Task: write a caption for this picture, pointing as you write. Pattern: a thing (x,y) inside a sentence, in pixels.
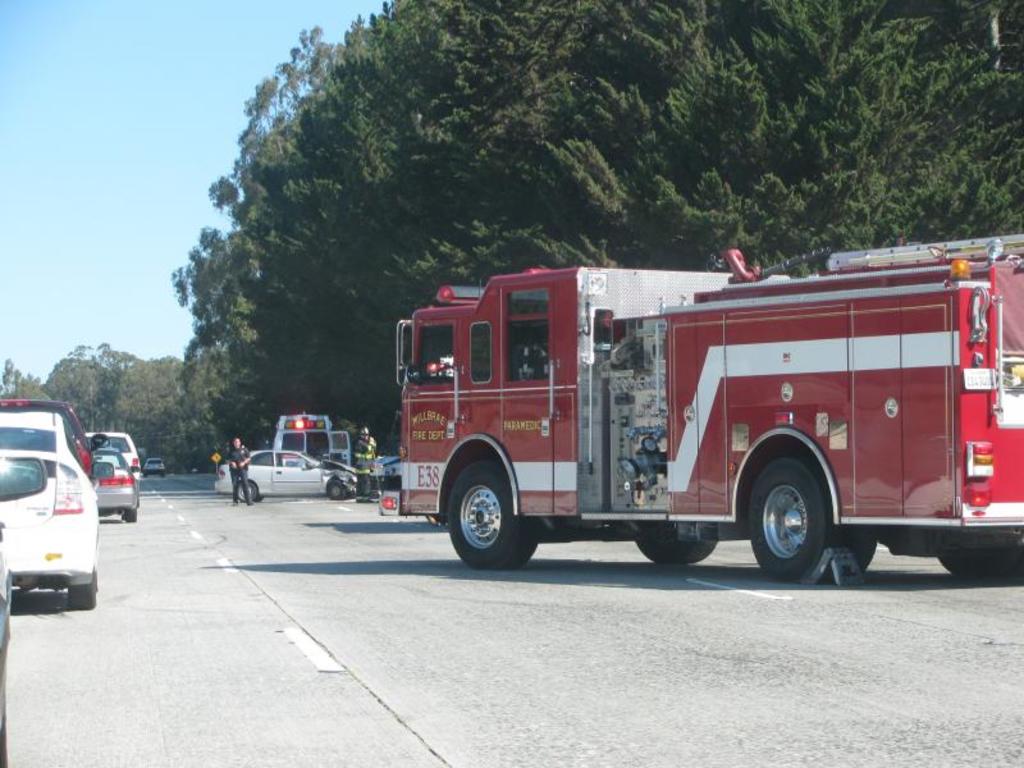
In this image there is a road (487,617) on which there is a fire engine (620,433) on the right side (741,445). Beside the fire engine (546,458) there are cars (68,496) one after the other on the road (111,543). In the background (293,448) there is an ambulance (302,442). In front of the ambulance (304,428) there is a car (286,452) and few police officers (237,476). In the background (320,237) there are trees (320,237). At the top (153,142) there is the sky (142,129).
